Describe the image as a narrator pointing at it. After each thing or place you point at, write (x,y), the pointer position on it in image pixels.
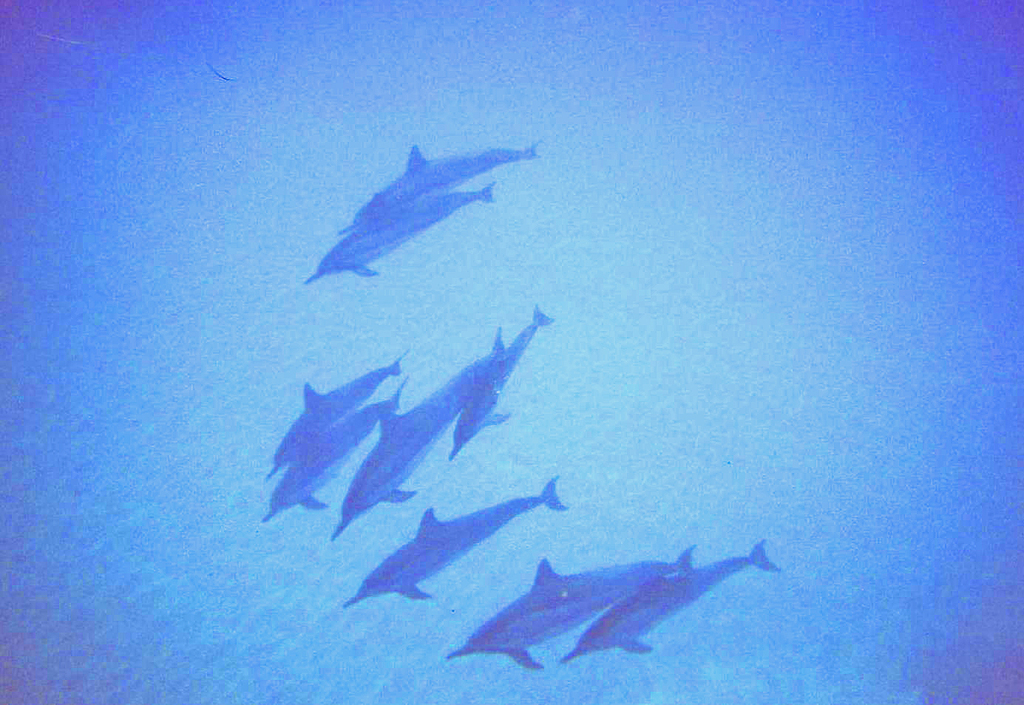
In this image we can see many dolphins (561,611) in the water (647,302).
